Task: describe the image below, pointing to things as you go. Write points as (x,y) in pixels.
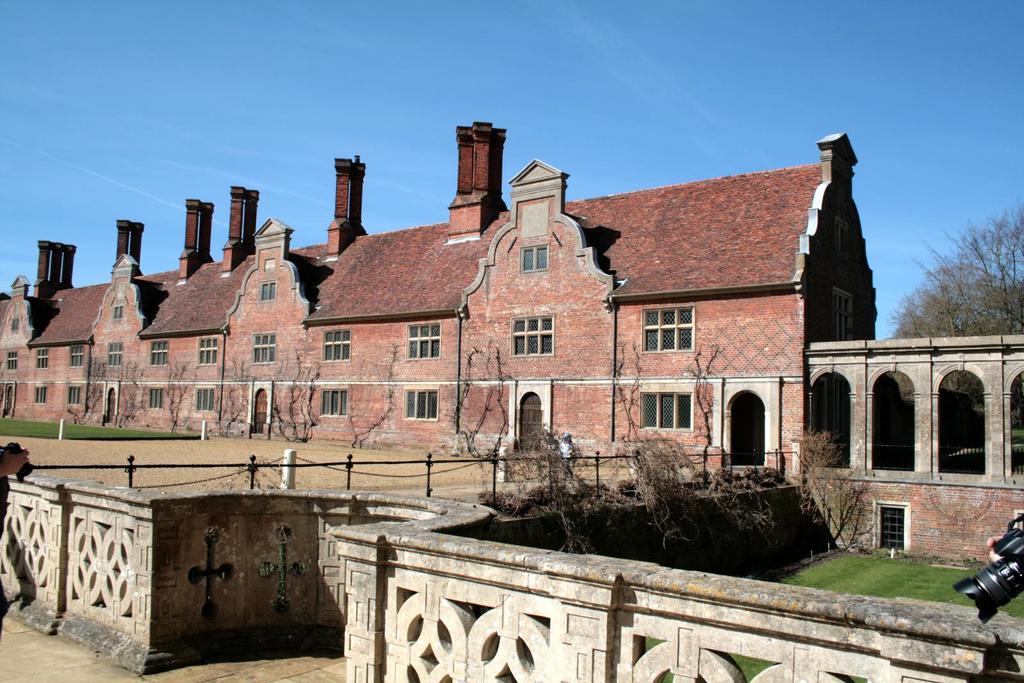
In this image in the center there is a wall (330,550) and on the wall (138,542) there are dry plants (662,491) and there's grass (859,578) on the ground (867,584). In the background (323,374) there is a building (600,361) which is red in colour. In the background (972,320) on the right side of the building (835,295) there are dry trees (978,314) and in the front (980,581) on the right side (989,578) there is a camera (998,571) which is black in colour. On the left side (13,474) there is a person (4,475) holding a camera (3,450).
